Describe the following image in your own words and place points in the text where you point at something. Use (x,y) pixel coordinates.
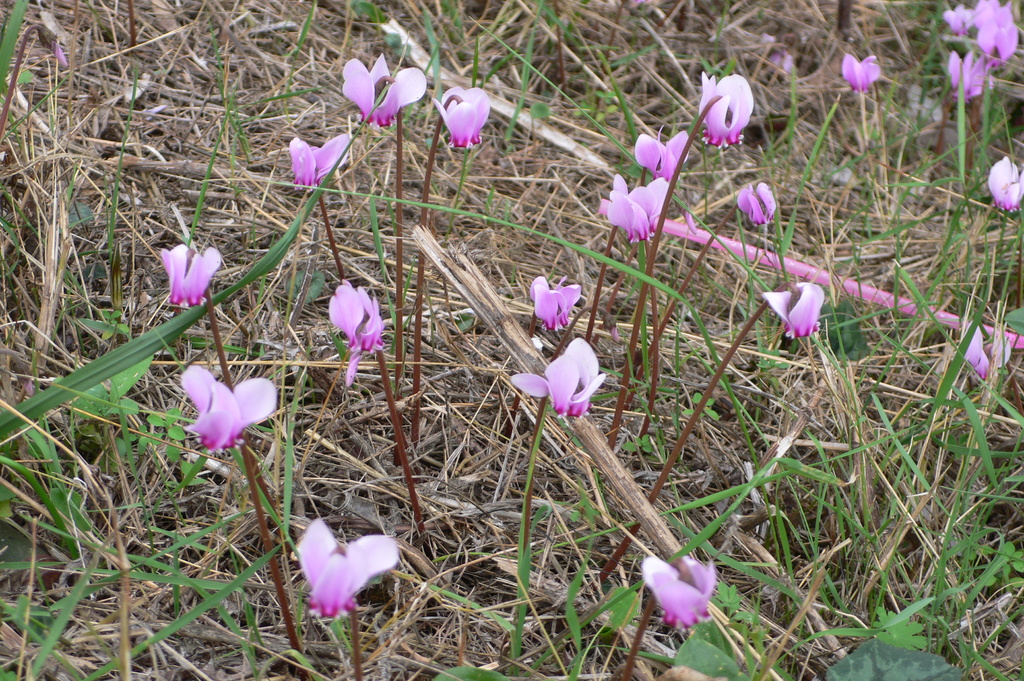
In this picture there are pink color flowers (324,549) on the plants (401,463). At the bottom (379,479) there is green grass (957,371) and there is dried grass (401,583) and there are plants (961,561).
